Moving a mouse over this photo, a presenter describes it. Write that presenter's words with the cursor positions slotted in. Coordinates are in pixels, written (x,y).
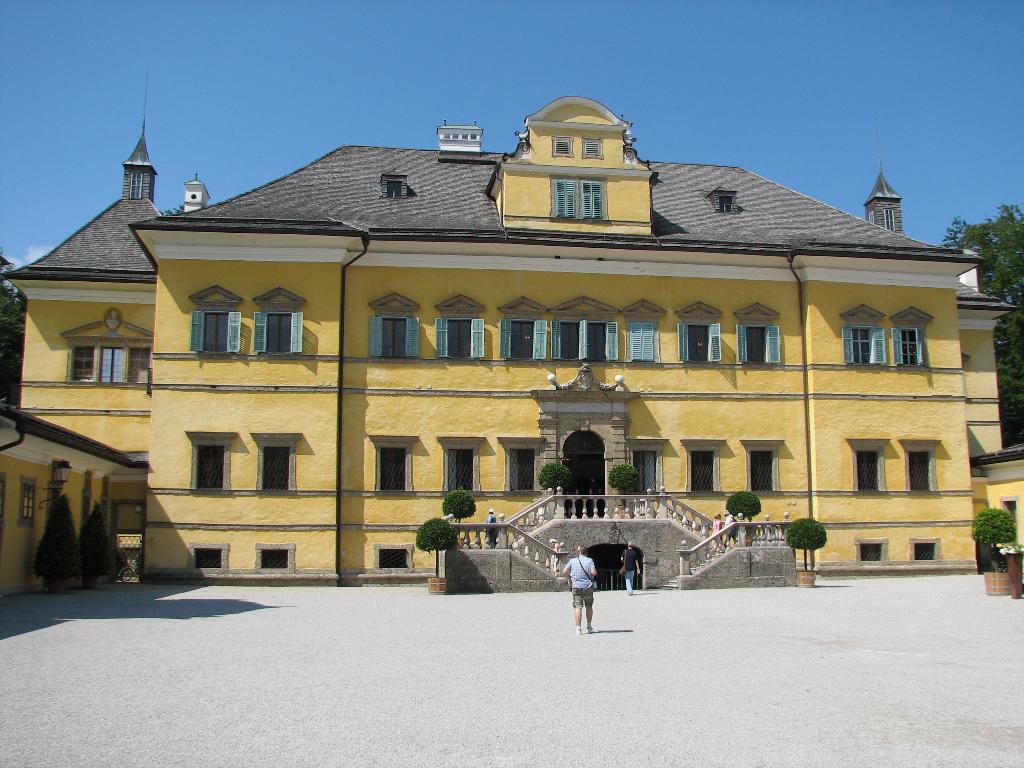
In the foreground of the picture (536,646) it is a pavement (634,632), there is a person (590,581) walking. In the center of the picture (378,325) there are plants (427,524) and a building (578,355). On the right (1014,294) there is a tree (1013,255). On the left (10,310) there is a tree (10,326). On the top (600,44) it is sky (625,40).
